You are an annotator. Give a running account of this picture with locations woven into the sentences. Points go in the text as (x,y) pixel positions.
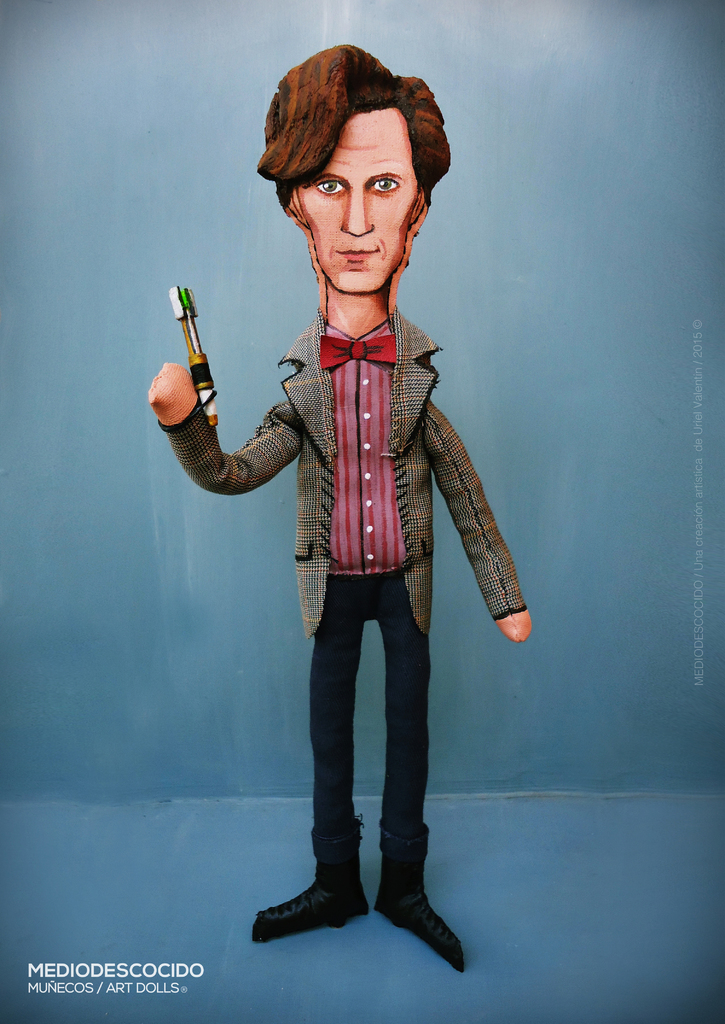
This image is a doll image. In this image the background (218,172) is blue in color. In the middle of the image (359,492) a doll (364,583) is standing on the floor (369,892) and he is holding an object (196,356) in his hand (190,402). At the bottom of the image (370,907) there is a blue colored surface (360,975).
